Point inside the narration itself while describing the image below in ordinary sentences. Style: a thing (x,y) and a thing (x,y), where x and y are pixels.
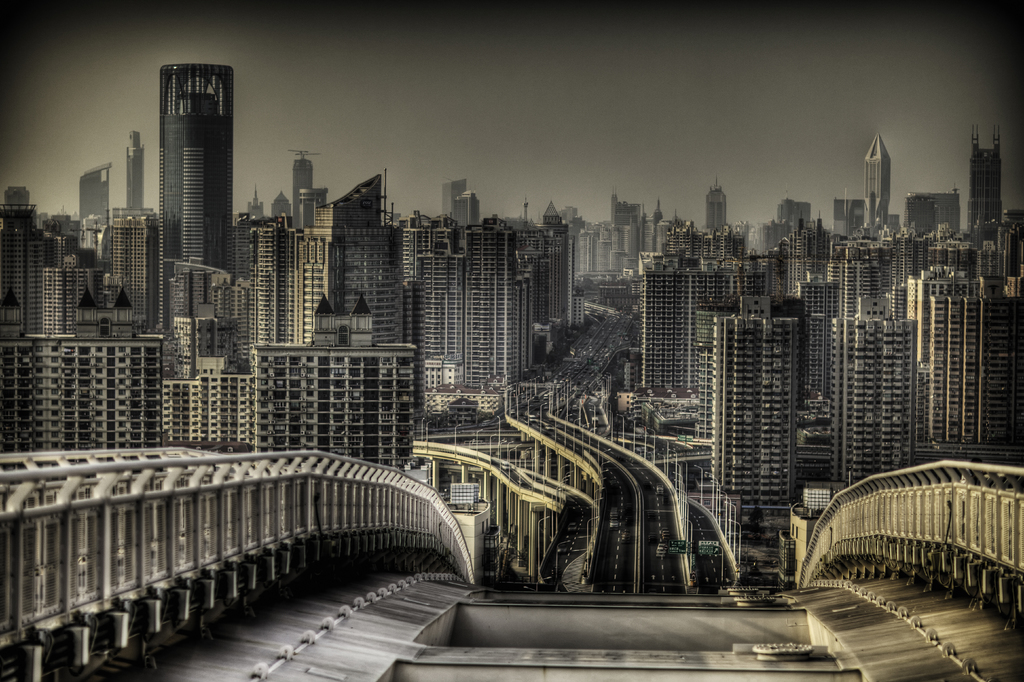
There is a bridge (770,616) having a fence (340,528) on both sides. In the background (966,380), there are vehicles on the road (573,440), there are buildings (520,235) and there is sky (346,83).
